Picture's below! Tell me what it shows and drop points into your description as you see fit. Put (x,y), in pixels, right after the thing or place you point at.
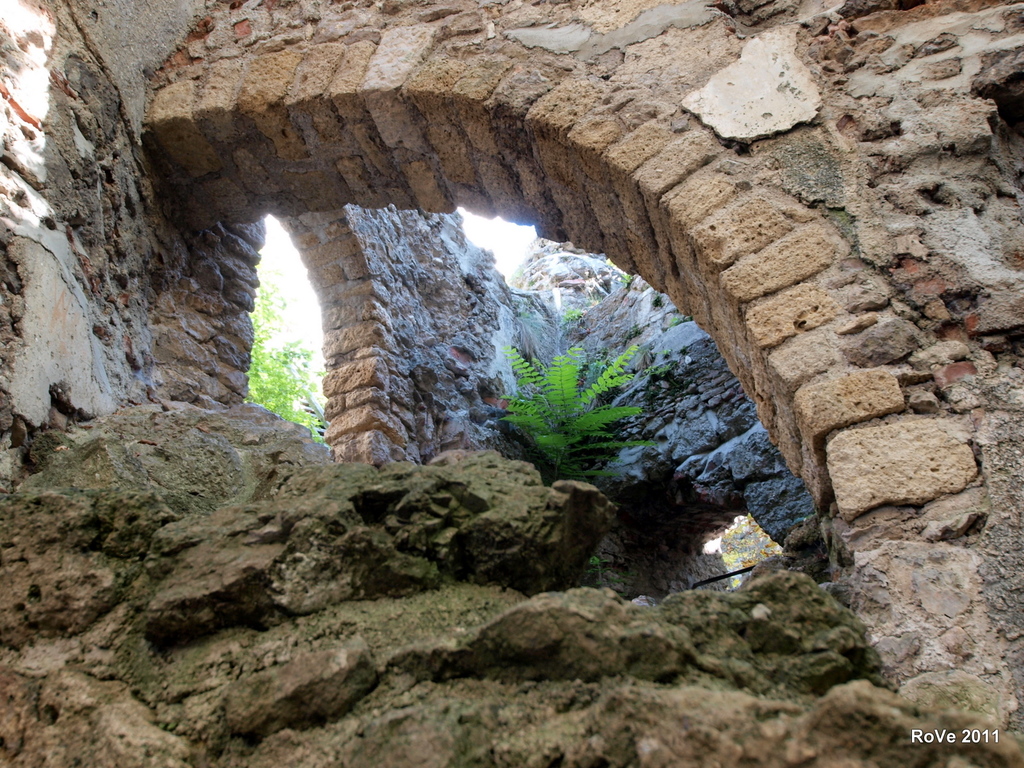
In this image we can see stone wall (764,239) and plants (310,403). Here we can see the watermark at the bottom right side of the image (982,731).
